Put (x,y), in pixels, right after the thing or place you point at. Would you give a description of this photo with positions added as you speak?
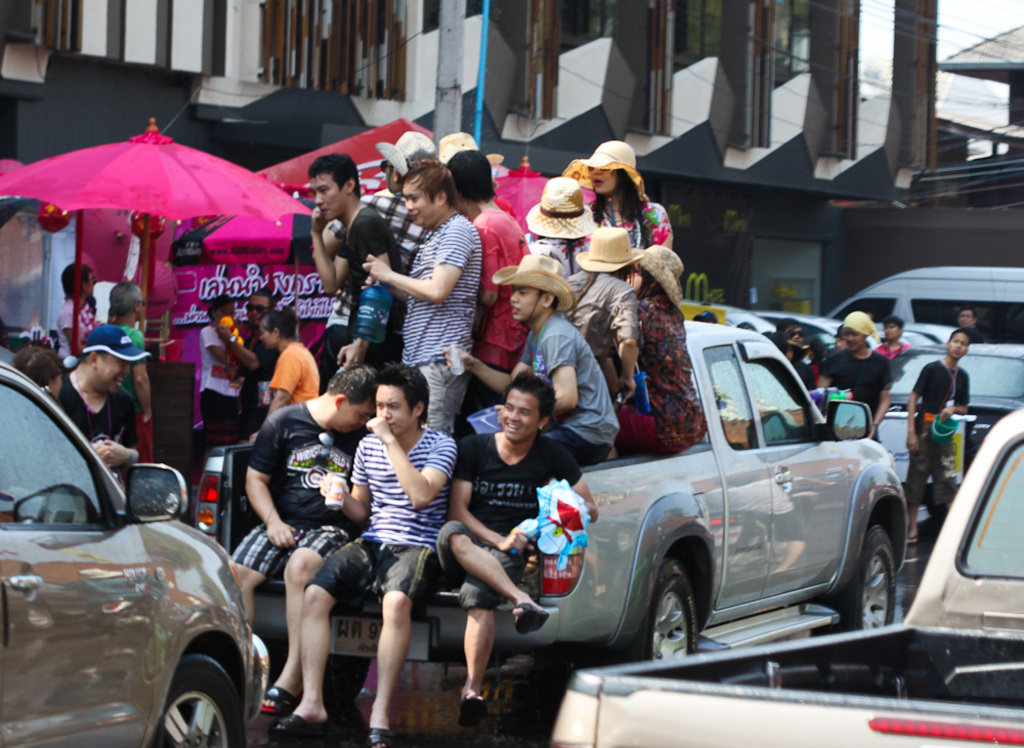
This picture shows a building (665,85) and a umbrella (131,177) and we see few people (424,341) are standing on a pickup truck (774,521) and few people (511,425) are seated on it and we see few cars (604,747) along with we see few people (237,367) are standing on the road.
